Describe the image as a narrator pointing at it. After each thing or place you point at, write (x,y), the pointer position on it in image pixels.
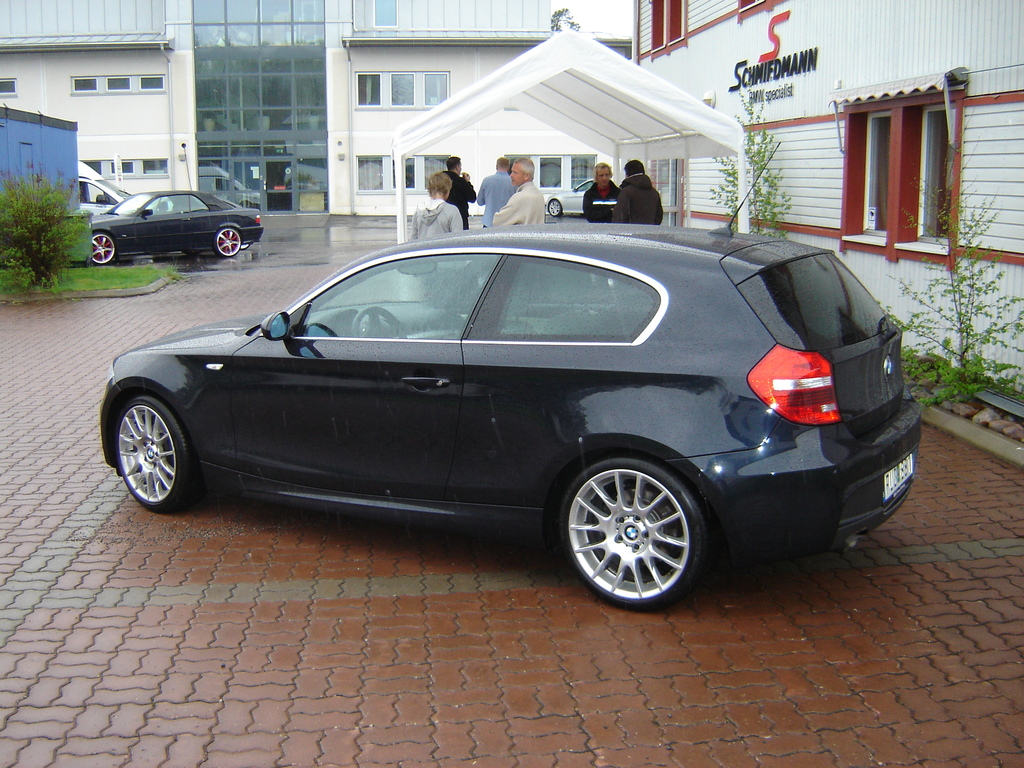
In this picture there is a black color car (705,339) in the center of the image (571,327) and there are people (531,171) behind it, there are other cars (213,220) on the left side of the image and there are buildings (16,12) in the background area of the image (50,28), there is greenery (58,190) in the image.
